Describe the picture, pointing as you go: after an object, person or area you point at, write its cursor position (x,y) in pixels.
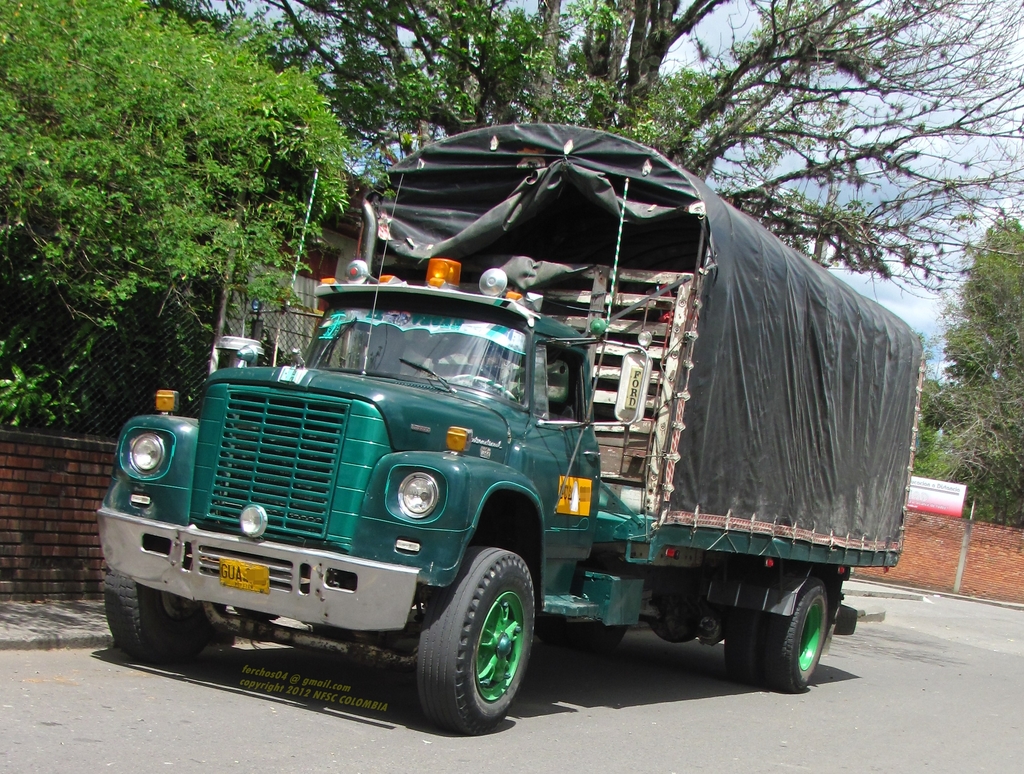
In this picture I can observe a green color truck (515,489) on the road (593,721). On the left side (119,361) I can observe fence (69,377). In the background (230,187) there are trees (947,409) and sky (898,278).
